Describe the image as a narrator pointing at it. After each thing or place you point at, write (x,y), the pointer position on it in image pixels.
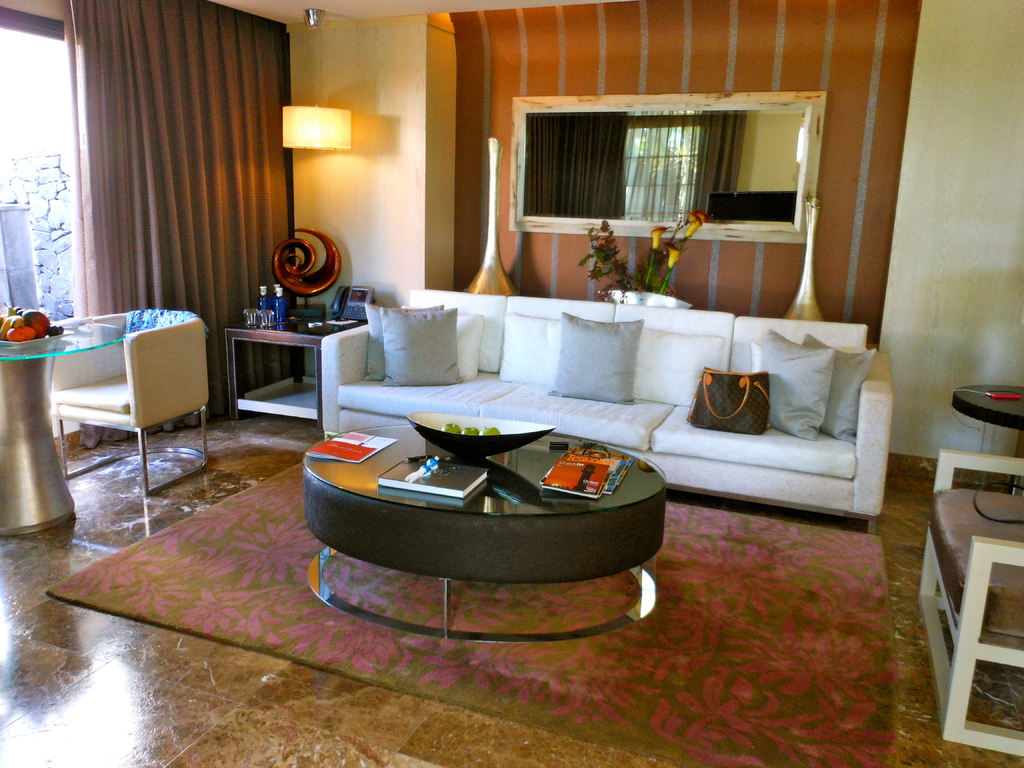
In the picture we can see a house (248,478), inside the house (997,314) we can see a sofa (770,465) with pillows (798,433), a table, on the table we can find the books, a bowl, and apples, beside that there is a chair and a glass window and curtain (266,254), light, near the light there is another table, we can find a phone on it and a floor mat (674,503).
